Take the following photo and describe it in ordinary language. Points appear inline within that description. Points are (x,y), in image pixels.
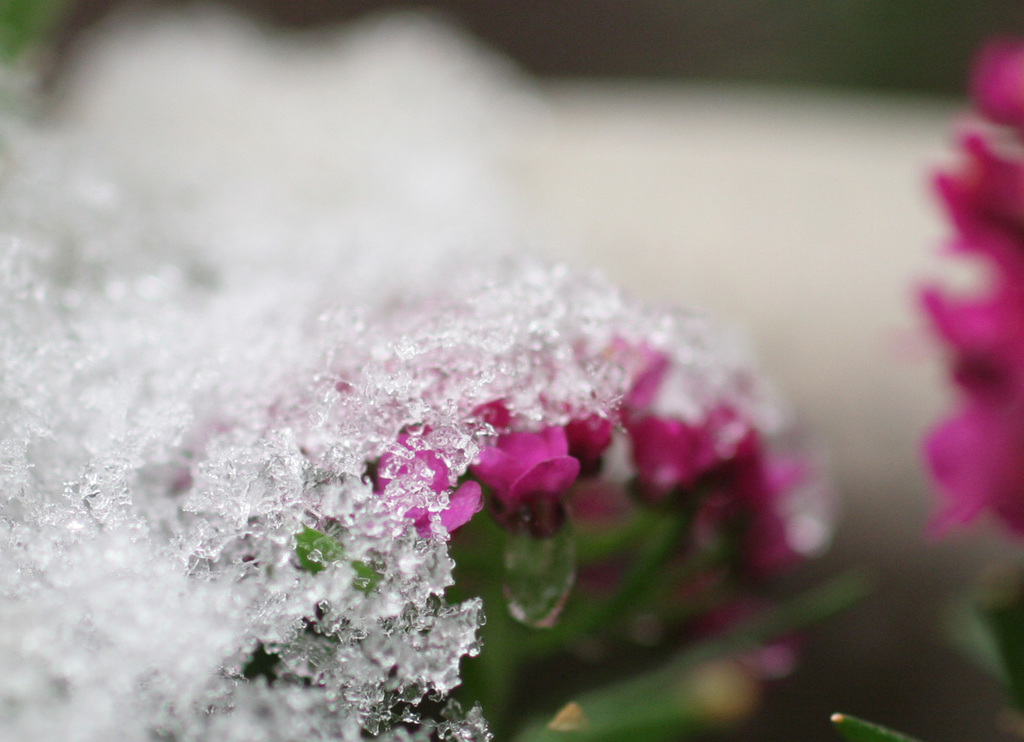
In this image in the front (423,552) there is an object (297,498) which is white in colour and in the center (581,457) there are flowers (718,441) and the background (771,210) is blurry.
